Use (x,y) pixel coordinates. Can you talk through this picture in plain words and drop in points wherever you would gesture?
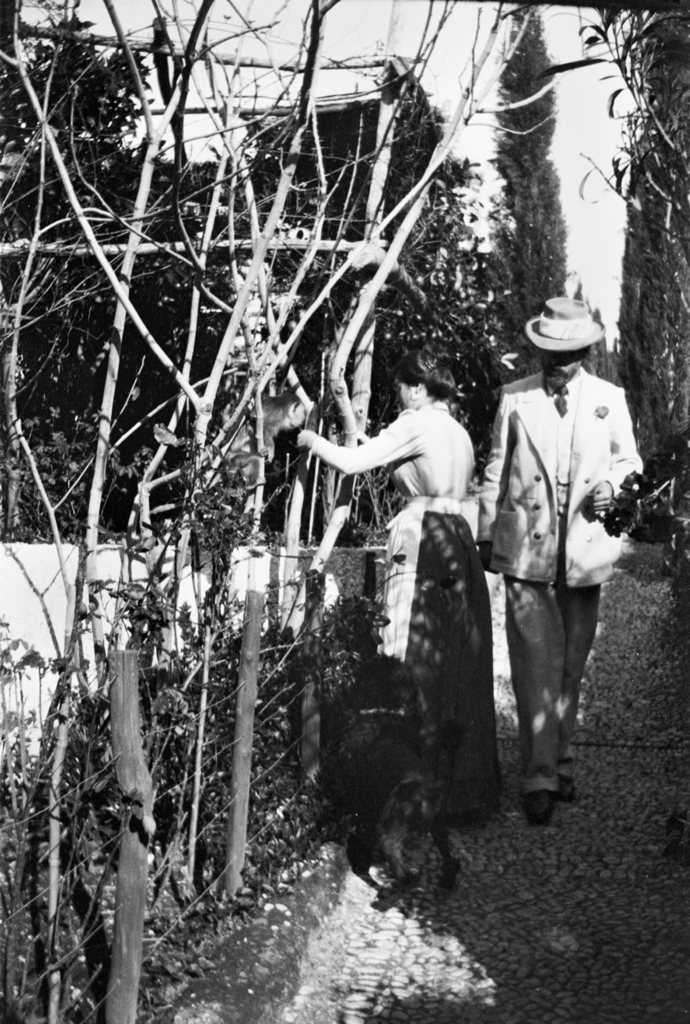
This is a black and white image in this image in the center (445,394) there is one man (491,558) and one woman (418,571) standing, and the woman (444,533) is doing something and there is a fence (134,803) and some plants (44,871). In the background (245,259) there are trees (373,186) and house (348,142), at the bottom (410,912) there is road (351,954) and there is one dog (389,771).
